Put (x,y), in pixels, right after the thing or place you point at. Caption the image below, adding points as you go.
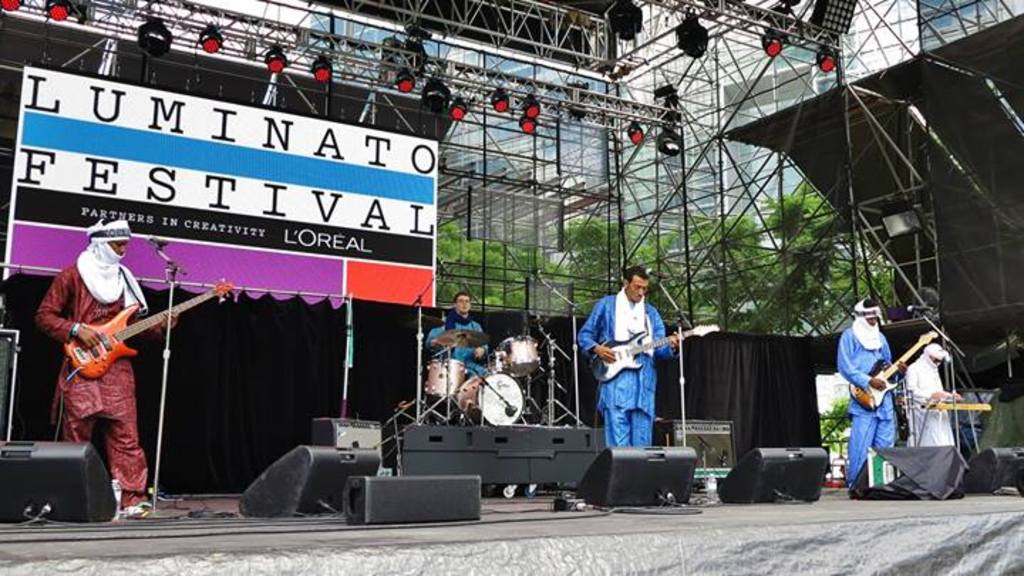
Here I can see few people (929,431) are standing on the stage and playing some musical instruments (448,371) like guitar (633,359) and drums (492,363). Along with the people (645,373) I can see some speakers (325,475), a board (296,239) and few lights (532,95) which are attached to the metal rod (388,54). At the back of the stage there are some trees (696,238) and a building (882,36).
